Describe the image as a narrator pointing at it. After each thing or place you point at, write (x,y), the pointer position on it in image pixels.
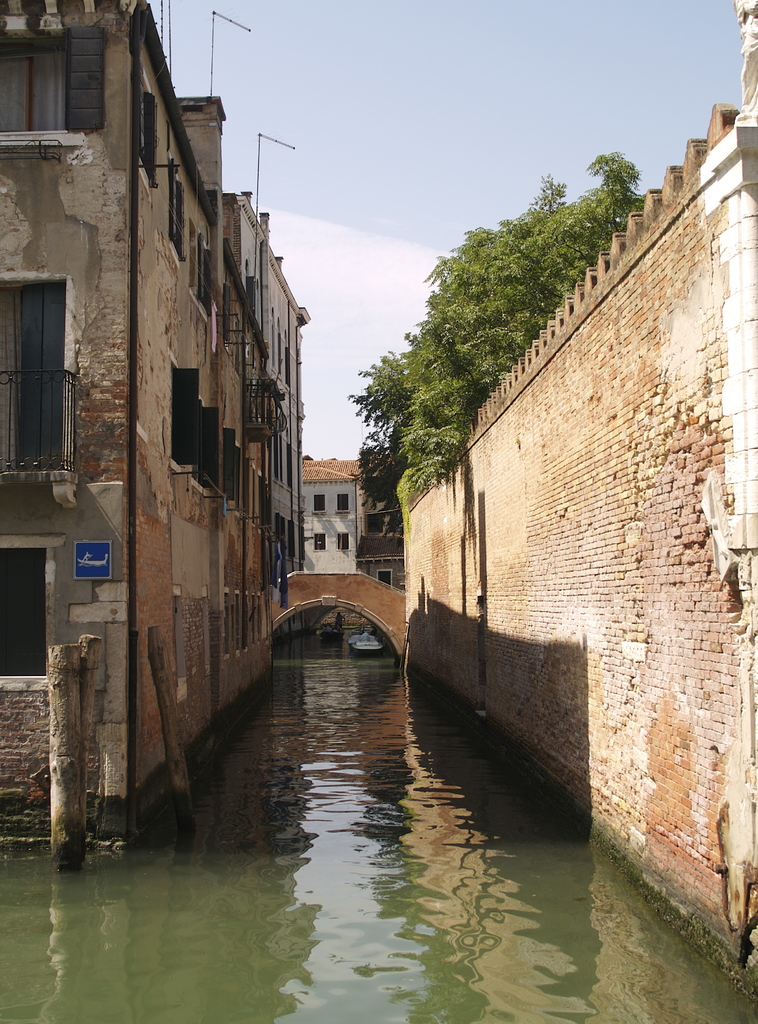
In this picture I can see buildings (350,466), trees (410,391) and I can see water (269,883) and a blue cloudy sky (404,160).
